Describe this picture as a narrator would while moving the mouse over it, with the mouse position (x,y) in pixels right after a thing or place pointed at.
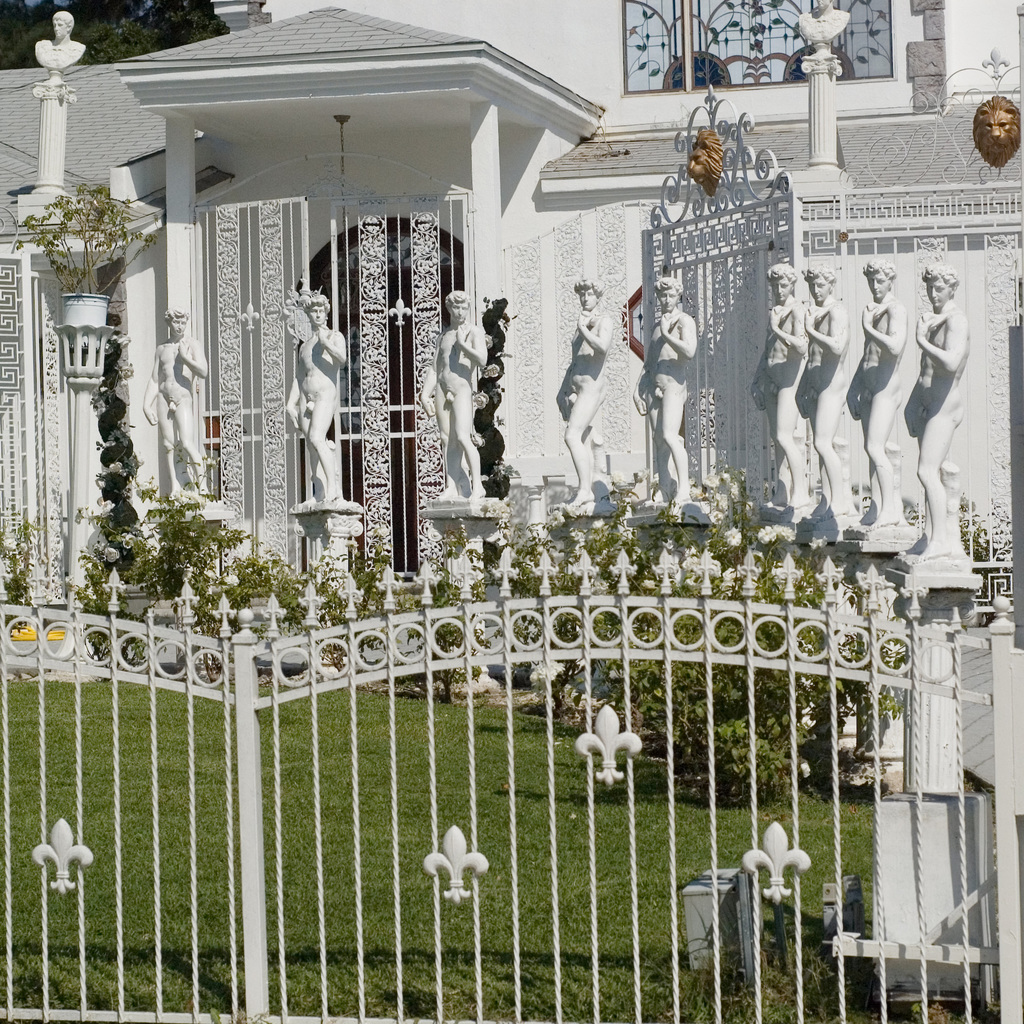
In the picture we can see gate (55,888), there is grass (447,812), there are some plants (702,757) and in the background of the picture (681,507) there are some sculptures (811,271) and there is a building (158,160).
